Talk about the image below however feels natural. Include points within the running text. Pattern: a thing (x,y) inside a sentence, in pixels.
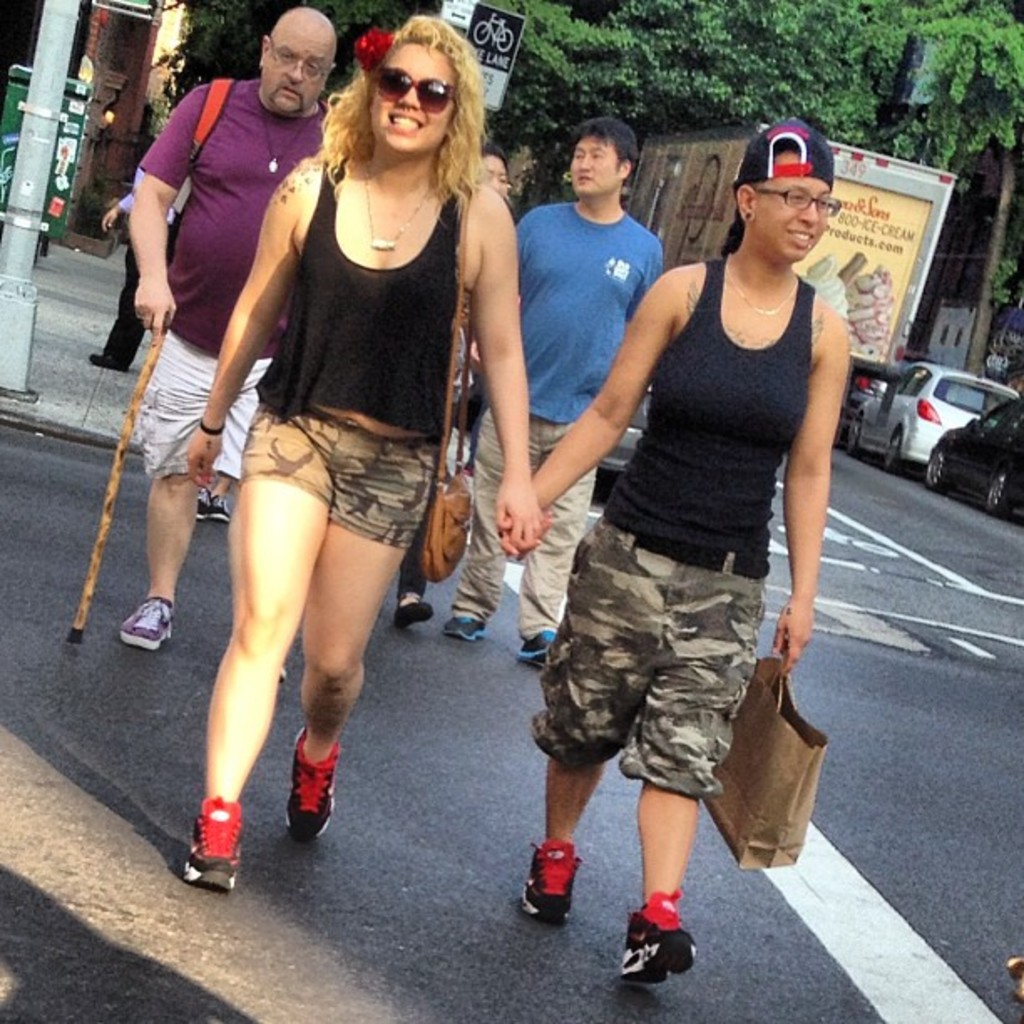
In this image we can see the people (498,518) walking on the road (846,747) and holding a bag (454,476) and stick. In the background (835,239), we can see the vehicles (921,447) on the road (939,504) and there are trees (696,87), sign board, box (68,108), pole (53,101) and few objects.
